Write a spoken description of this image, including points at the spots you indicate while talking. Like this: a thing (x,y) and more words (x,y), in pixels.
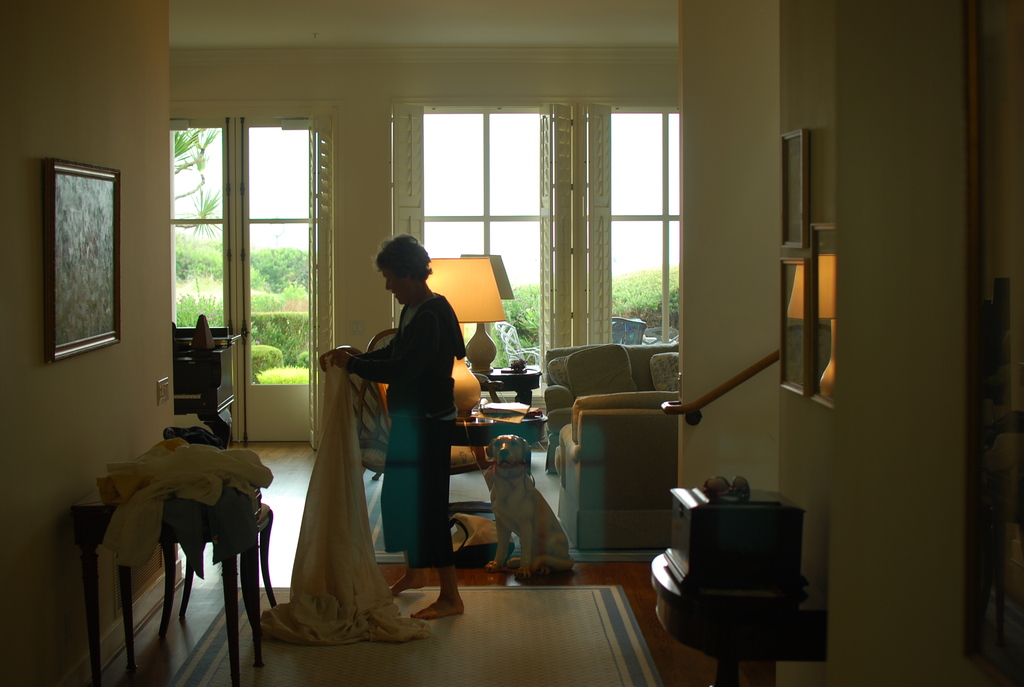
The picture is taken inside a house (900,114), a woman (411,397) standing at folding the clothes (334,481) beside her is a dog (504,477) to left side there is a photo frame (54,231) to the wall (15,234), behind her there is a lamp (493,311) in the background (208,160) windows (499,157) outside that there are trees (528,323) and sky (504,251).
